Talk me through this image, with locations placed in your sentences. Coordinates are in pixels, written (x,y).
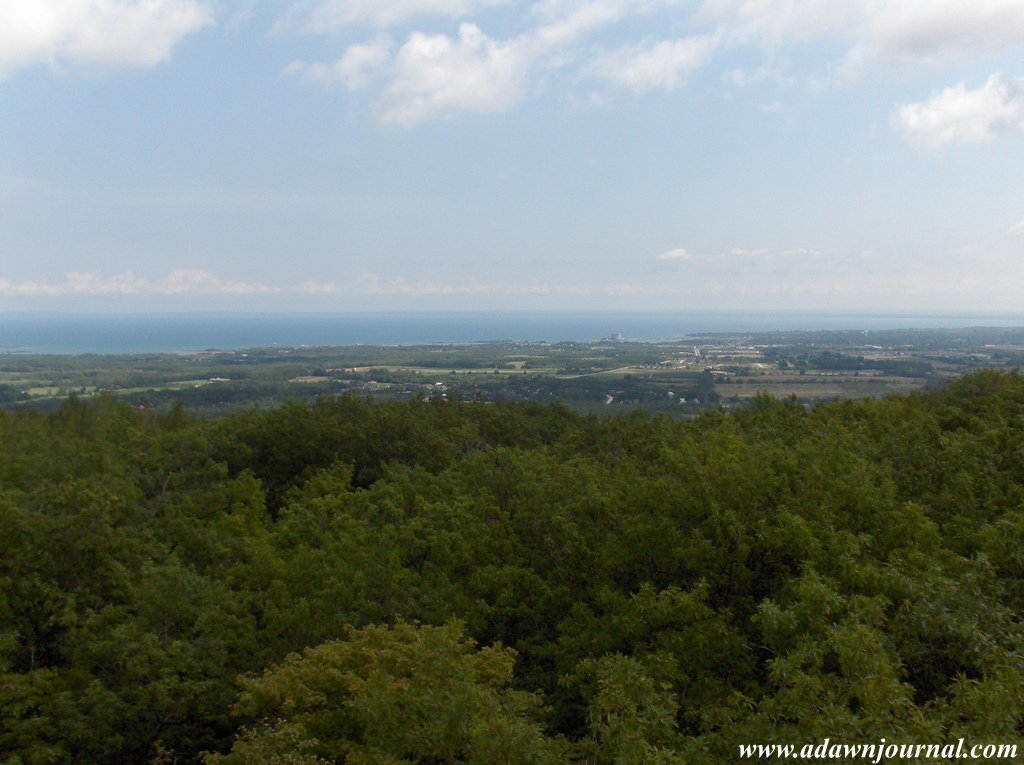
We can see group of trees (217,430) and we can see sky (228,223) with clouds (1012,11). In the bottom right of the image (854,756) we can see water mark (822,747).
